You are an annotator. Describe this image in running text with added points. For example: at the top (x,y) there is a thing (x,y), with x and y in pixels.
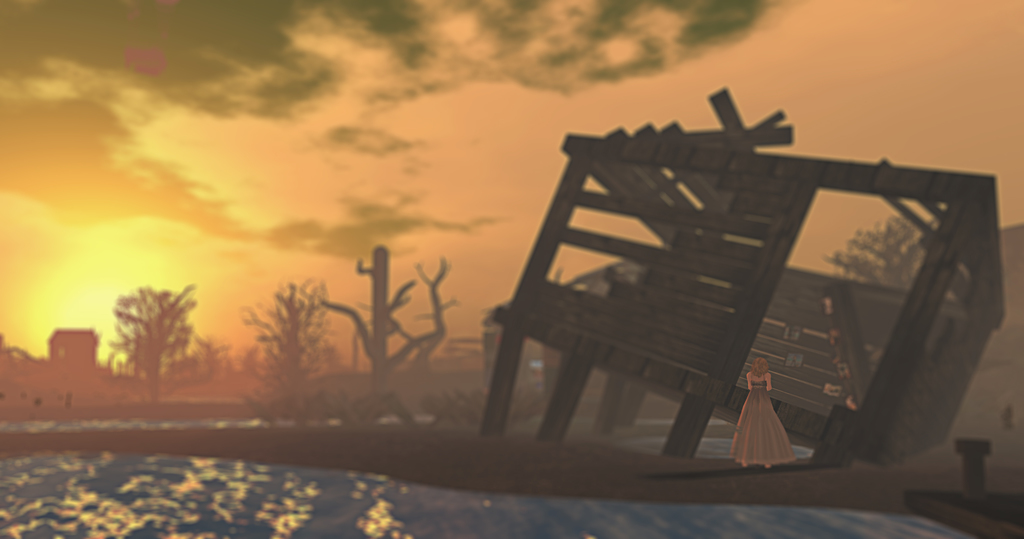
This is an animated picture where I can see a collapsed house (744,128), a person (755,393) standing, trees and there is sky (585,121).
